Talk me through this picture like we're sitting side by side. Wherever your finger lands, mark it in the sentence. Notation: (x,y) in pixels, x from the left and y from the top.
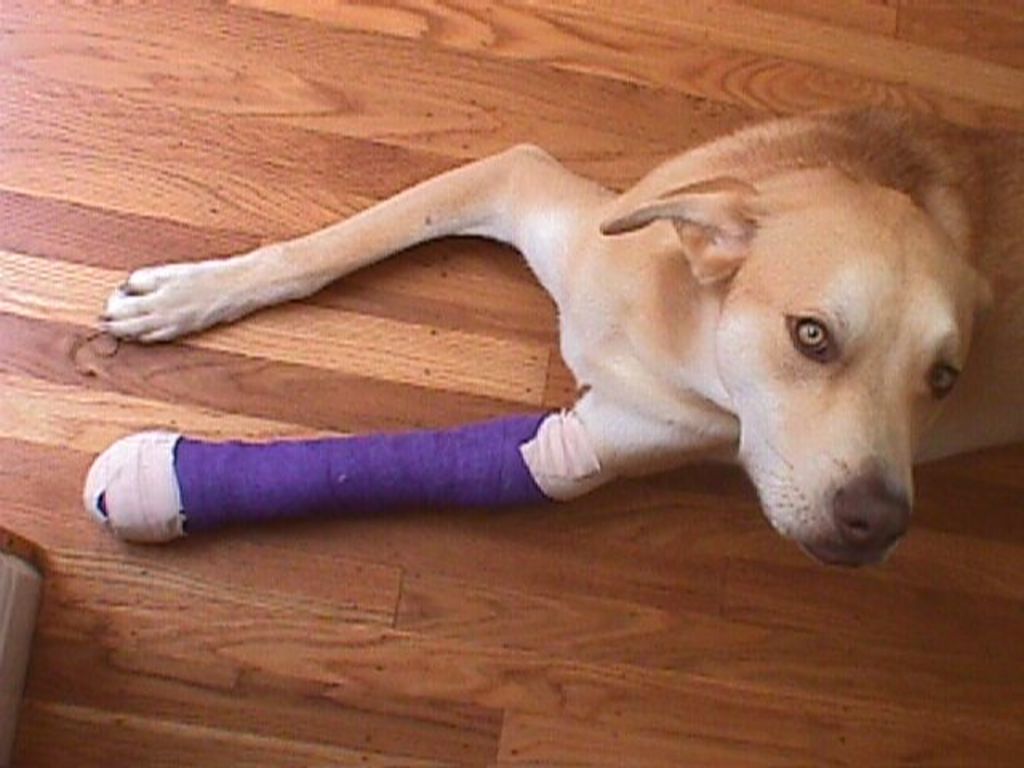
In this image I can see the dog (646,377) which is in white and brown color. I can see the purple color band (327,477) to the leg (587,403) of the dog (666,209). It is on the brown color surface (418,681).
